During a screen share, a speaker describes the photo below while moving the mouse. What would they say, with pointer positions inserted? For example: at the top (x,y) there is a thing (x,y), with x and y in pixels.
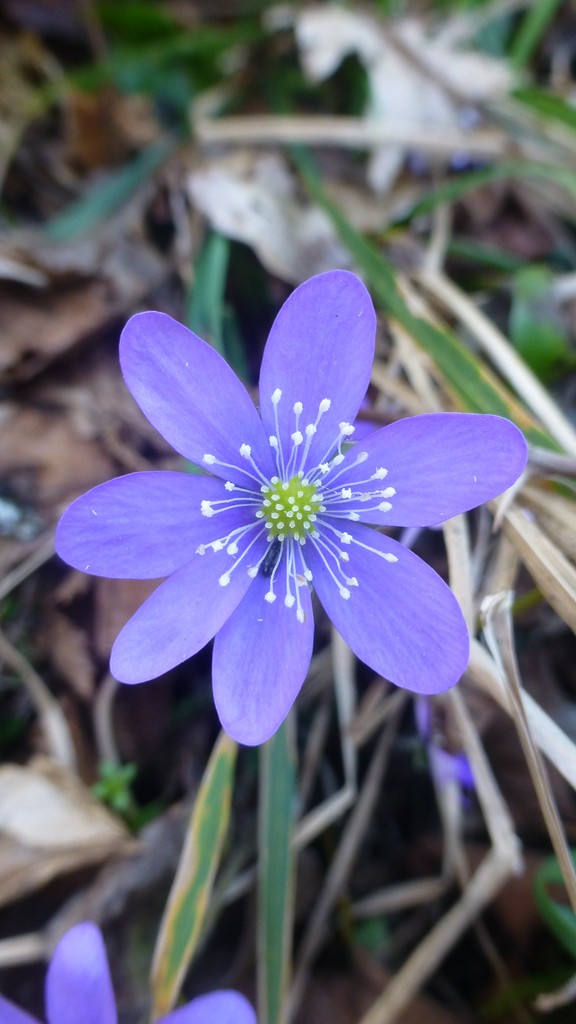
In the image there is a purple flower (278,451) on the dry grassland (152,139).
